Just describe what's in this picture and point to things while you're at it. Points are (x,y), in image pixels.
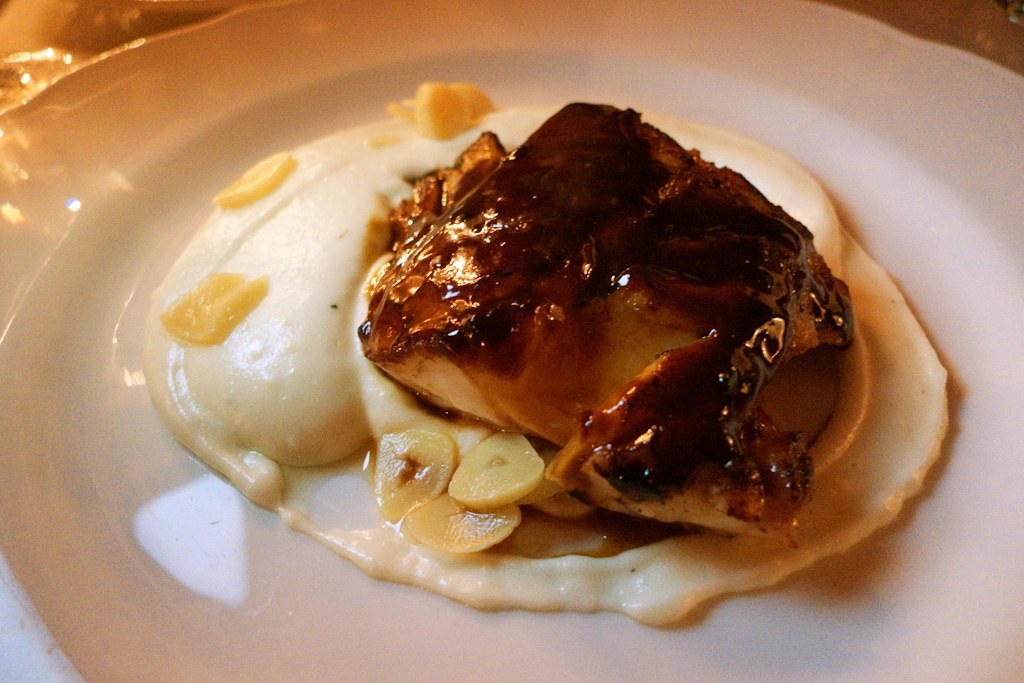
In this image we can see a plate (968,546) containing food (890,393) placed on the surface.
